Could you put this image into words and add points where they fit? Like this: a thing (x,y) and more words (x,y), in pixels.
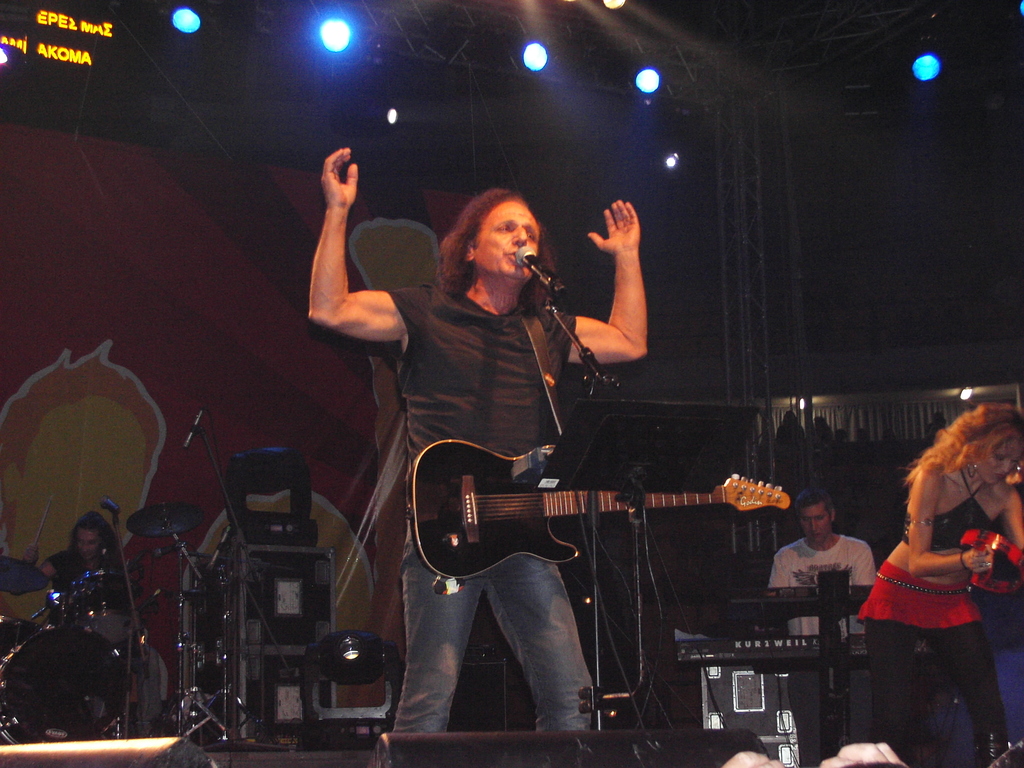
In this picture there is a man (444,256) who standing and singing he also has a guitar (762,500) with the microphone (542,277) in front of him. On the right side (886,604) there is woman (960,451) standing in the background (856,544) is a man (804,571) who is sitting and playing the piano (799,600), on the left (14,667) is a person (102,558) who is playing the drum set (59,601) and in the background (66,250) is a banner (189,185) and some ceiling lights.
